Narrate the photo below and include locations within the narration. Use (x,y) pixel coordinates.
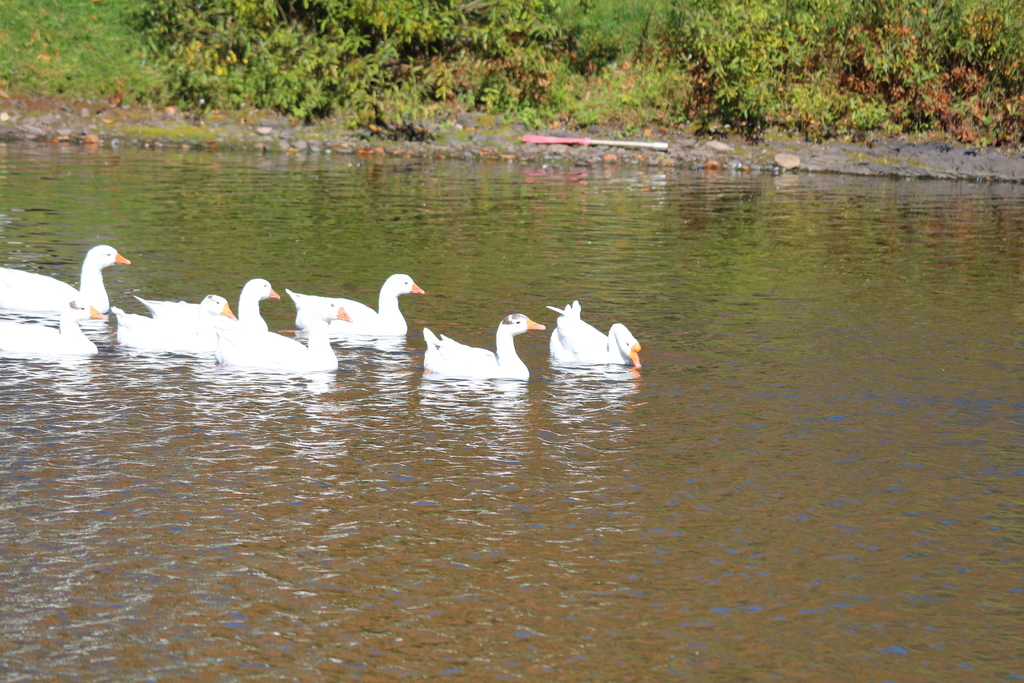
This picture shows few white ducks (387,279) in the water (407,307) and we see trees (724,34) on the side.
